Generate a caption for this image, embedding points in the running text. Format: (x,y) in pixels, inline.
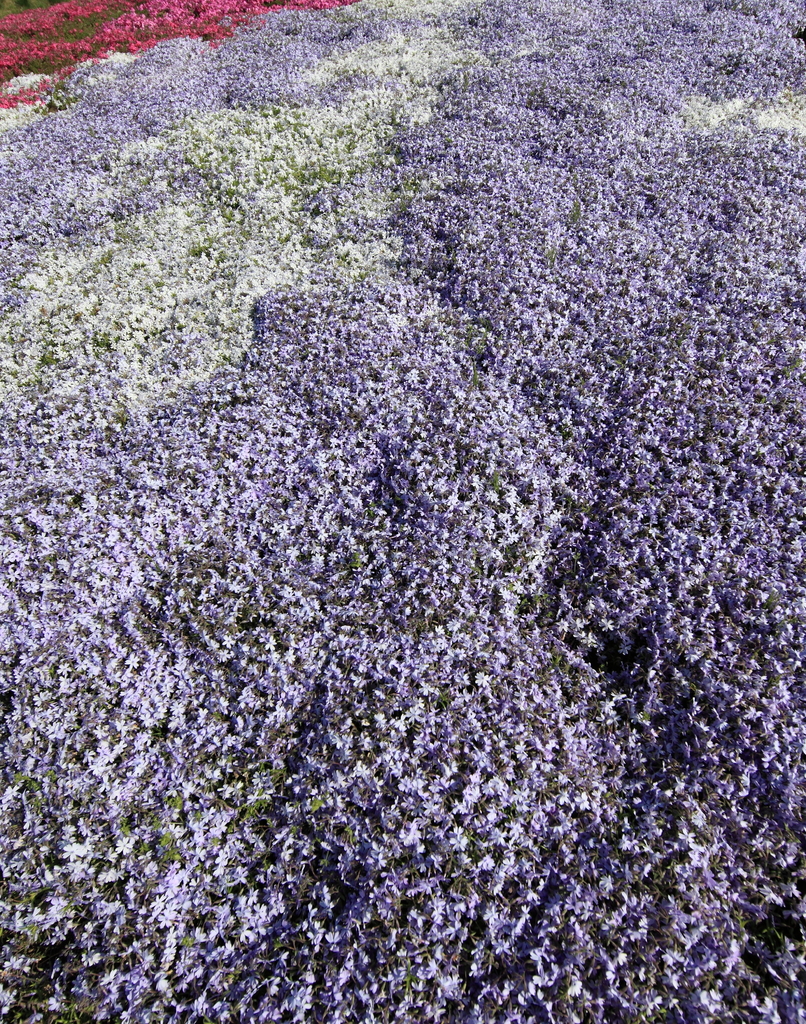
In this image I can see flowers (300,452). These flowers (312,334) are white, red and purple in color.
